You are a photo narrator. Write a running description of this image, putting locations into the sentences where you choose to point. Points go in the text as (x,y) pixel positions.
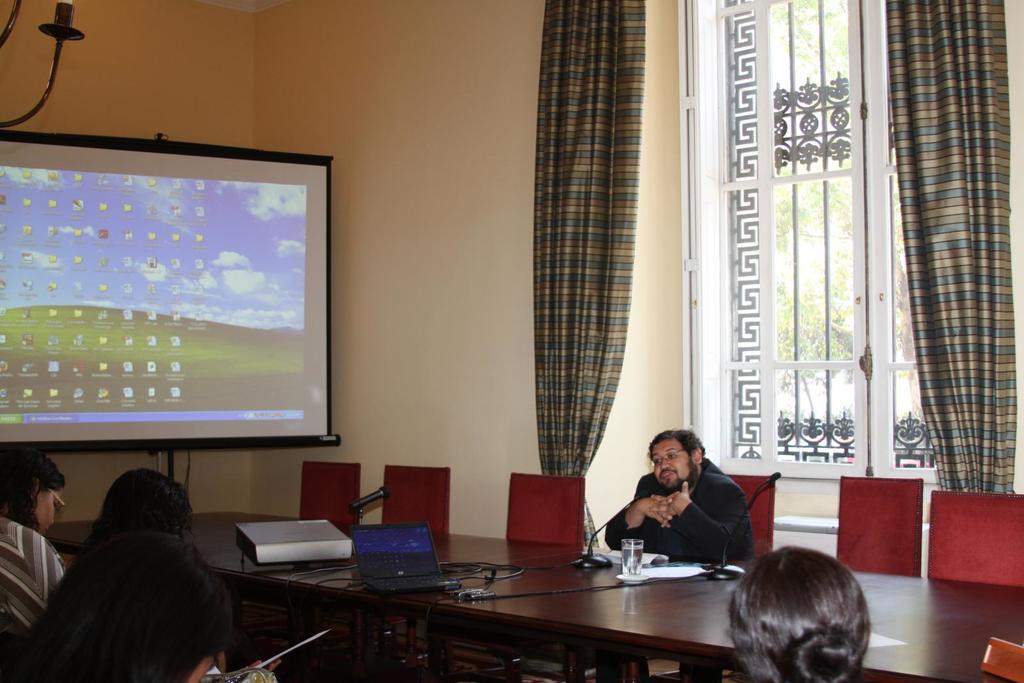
In this image there are group of peoples (165,523) sitting on a chair (860,543) there are six chairs (950,532) and the table (961,604). On the table (644,603) there is a glass (637,559), mic (366,501), laptop (395,525), projector (305,549) and there is a big screen (202,347). In the background (162,117) there is a wall (178,89) on the right side (970,180) curtain (596,272) is attached and a white colour window (731,267) outside we can see trees (839,250).
